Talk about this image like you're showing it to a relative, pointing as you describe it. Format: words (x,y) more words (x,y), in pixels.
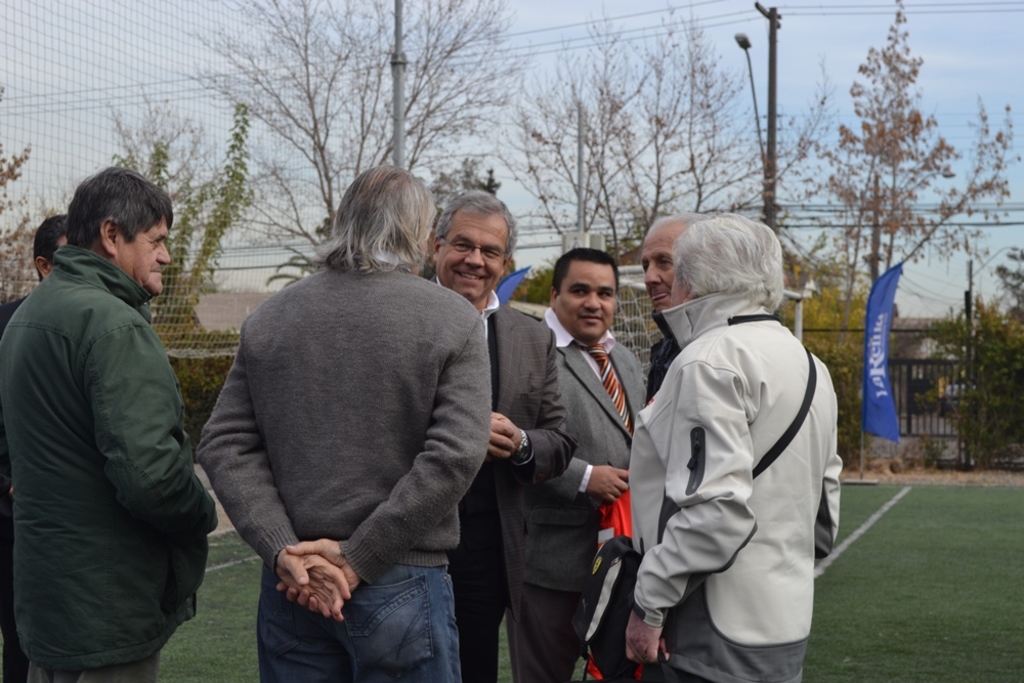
In this image I can see few people (364,315) are standing. I can also see few of them (539,451) are wearing jackets (745,515). In the background (875,347) I can see few flags (887,365), white lines (903,493) on ground (895,518), number of trees (942,142), wires (653,14), a pole (769,93) and here I can see something is written. I can also see the sky (995,35) in background (954,203).
